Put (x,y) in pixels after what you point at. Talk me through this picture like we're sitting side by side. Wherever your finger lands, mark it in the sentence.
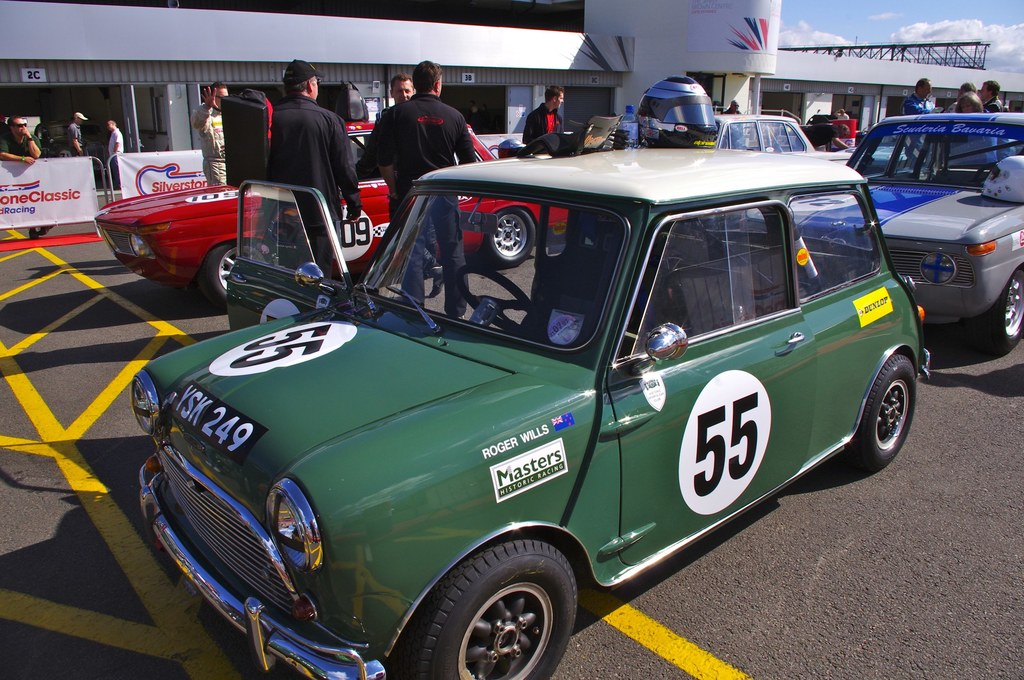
In the image we can see there are cars (429,285) parked on the road (53,251) and there are people (371,170) standing beside the cars (413,183). Behind there is a building (587,60) and there is a helmet (676,145) kept on the car (640,442).
